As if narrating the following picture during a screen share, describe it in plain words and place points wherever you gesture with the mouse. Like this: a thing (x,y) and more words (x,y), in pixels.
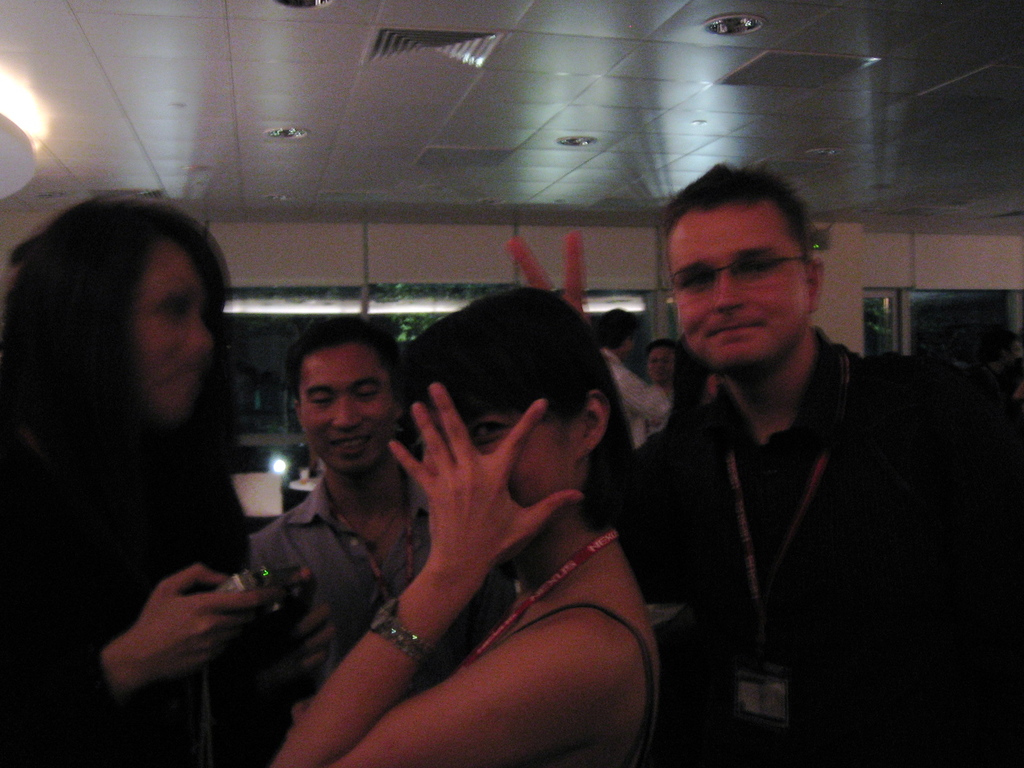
In this picture there are four persons (560,557) and the woman (128,502) standing in the left corner (121,574) is holding a camera (239,581) in her hands (207,601) and there are few other persons (619,384) and some other objects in the background (663,259).
